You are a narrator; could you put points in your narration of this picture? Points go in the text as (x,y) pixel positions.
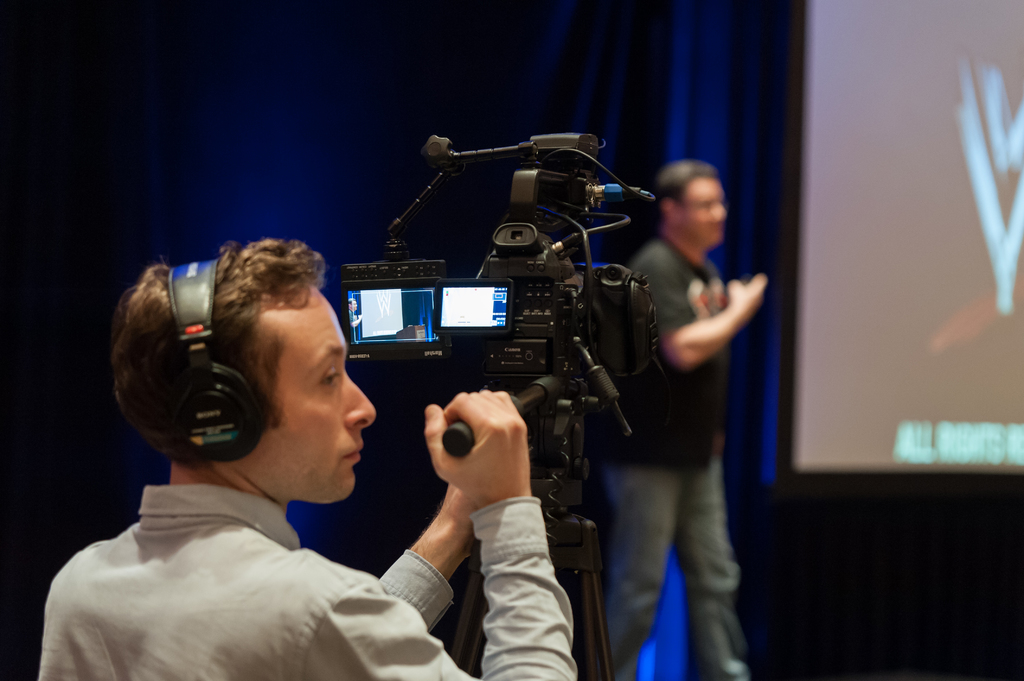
In the foreground of this image (313,551), there is a man (314,436) wearing headset (235,415) and holding a camera (566,377) which is on the tripod stand (587,536). In the background (683,512), there is a man (683,512) standing, a screen (806,240) and the blue curtain (701,72).
